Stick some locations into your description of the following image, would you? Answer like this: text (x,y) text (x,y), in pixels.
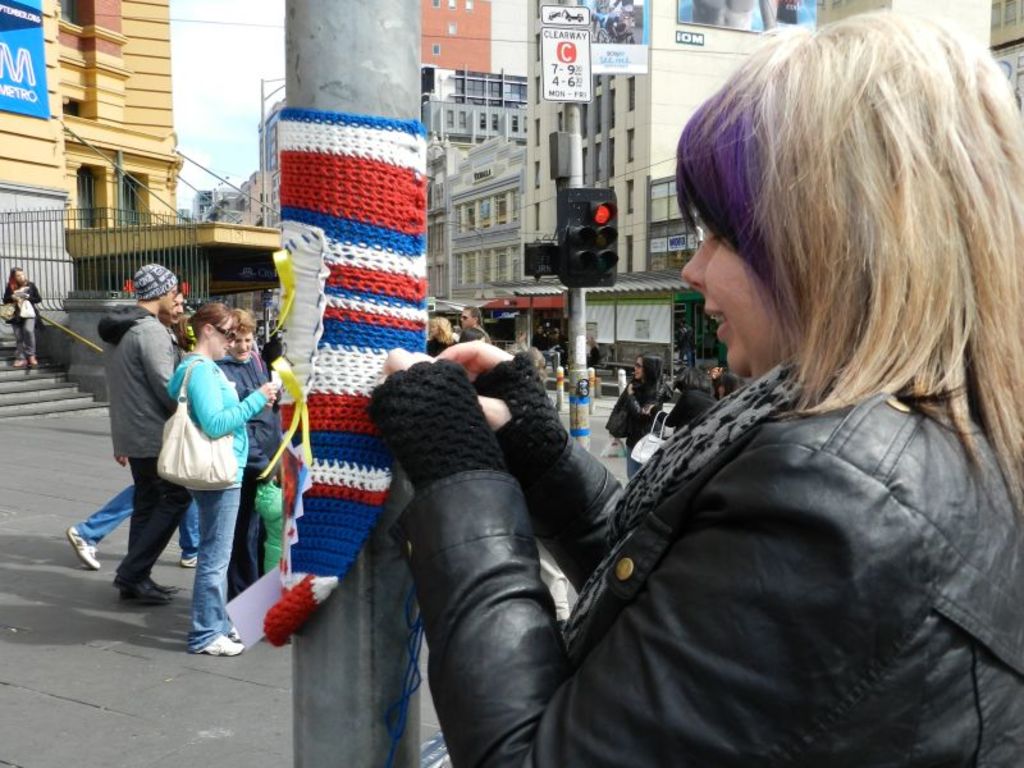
In this image there are buildings (80,143), poles (352,8), signal lights (597,220), boards (612,68), hoardings (634,27), railing (64,263), steps (7,360), people (216,377), sky (215,71) and objects (659,437). People (427,471) wore jackets (458,500). Near them there are objects (308,429). In the front of the image (366,414) I can see woolen cloth (345,442) is on the pole (325,58). Something is written on the boards (553,44) and hoardings (626,61).
